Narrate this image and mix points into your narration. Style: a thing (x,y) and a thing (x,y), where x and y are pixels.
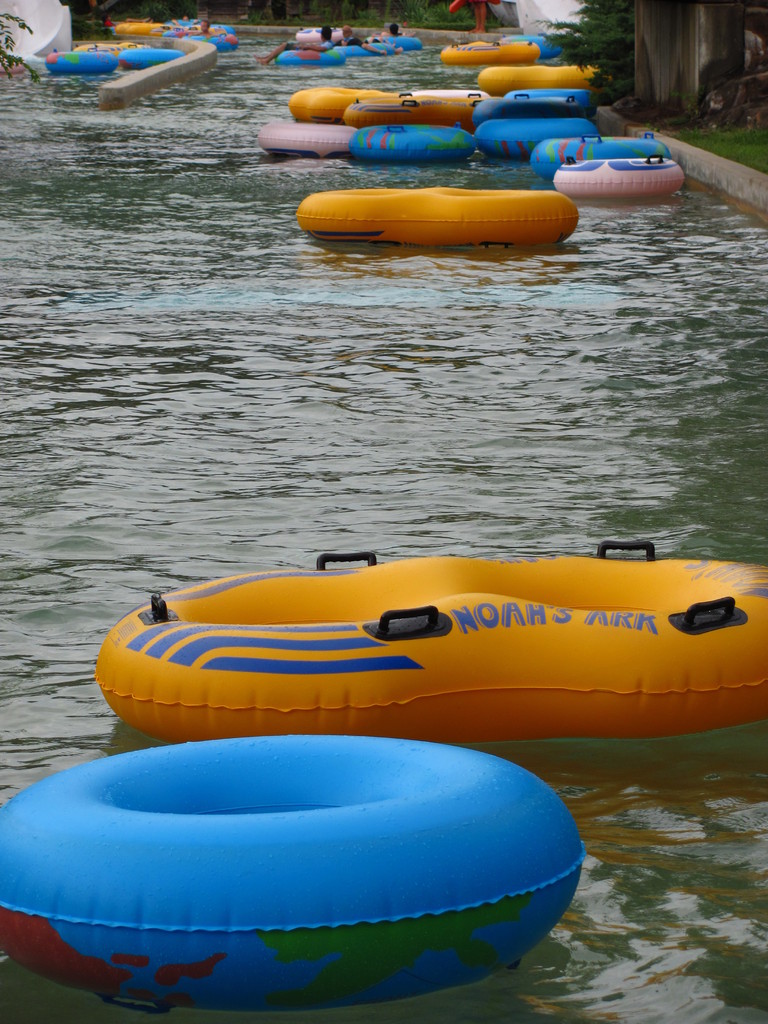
In this image there are tubes (139,50) on water surface (355,291), in the background (309,56) there are few people (381,37) lying on tubes (307,50) and there are trees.
